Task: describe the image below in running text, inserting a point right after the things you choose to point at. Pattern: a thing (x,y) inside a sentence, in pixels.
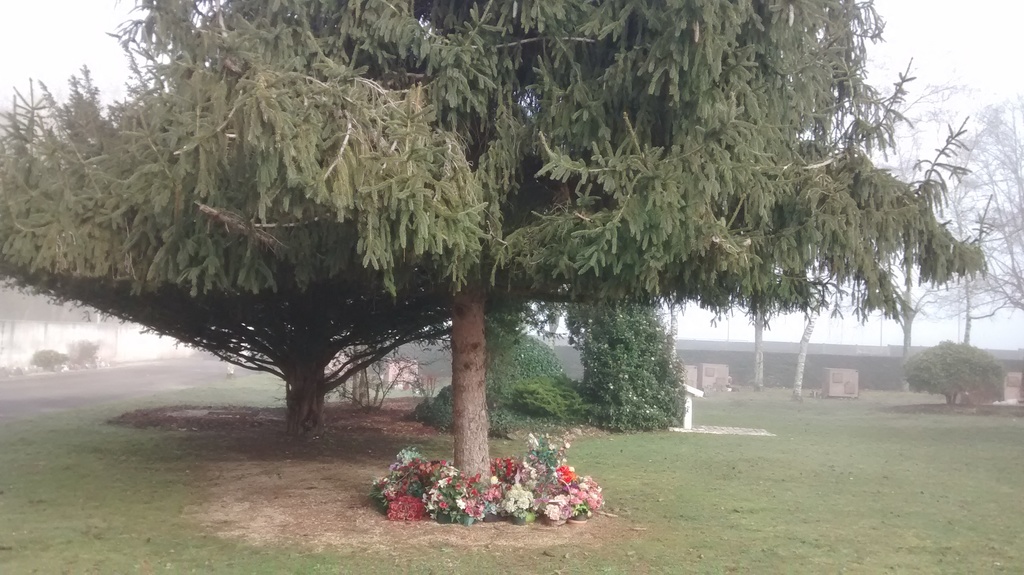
In this image we can see a group of trees (439,297). We can also see some plants (583,479) with flowers (588,494) and some grass (845,525). On the backside (861,380) we can see some boards (840,386), poles (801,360), a wall (443,346) and the sky (847,299) which looks cloudy.
